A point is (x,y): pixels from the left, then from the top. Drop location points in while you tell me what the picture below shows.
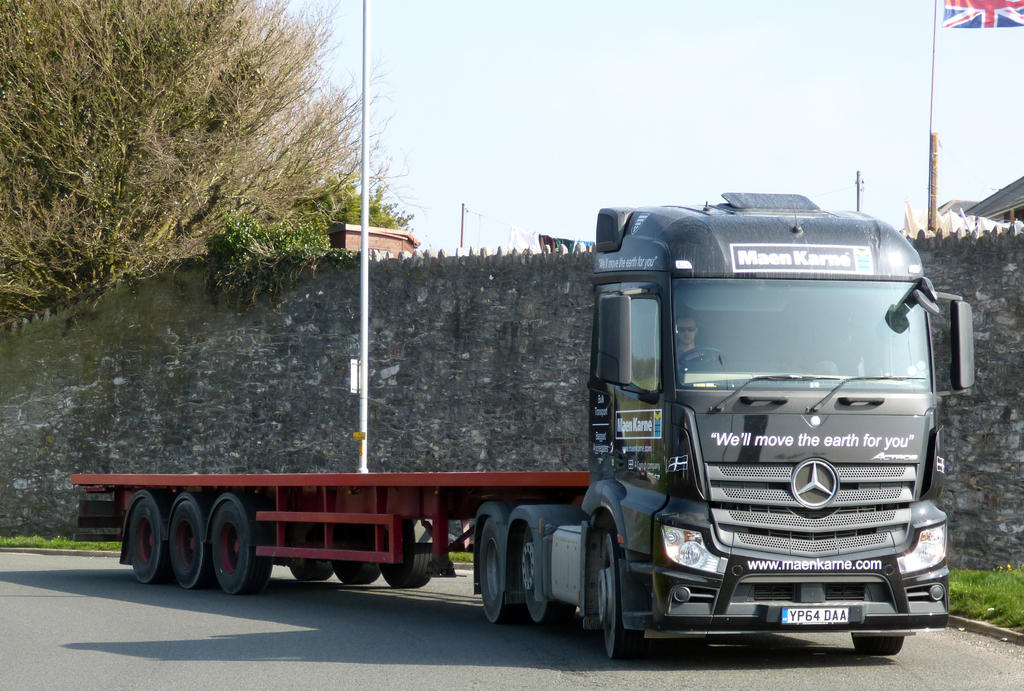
In this picture I can see a truck (441,517) in the middle (636,393), in the background (344,470) there is the wall (581,395). On the left side (228,162) there are trees (228,162), in the top right hand side (954,3) I can see the flag (961,18). At the top (644,106) there is the sky (625,108).
